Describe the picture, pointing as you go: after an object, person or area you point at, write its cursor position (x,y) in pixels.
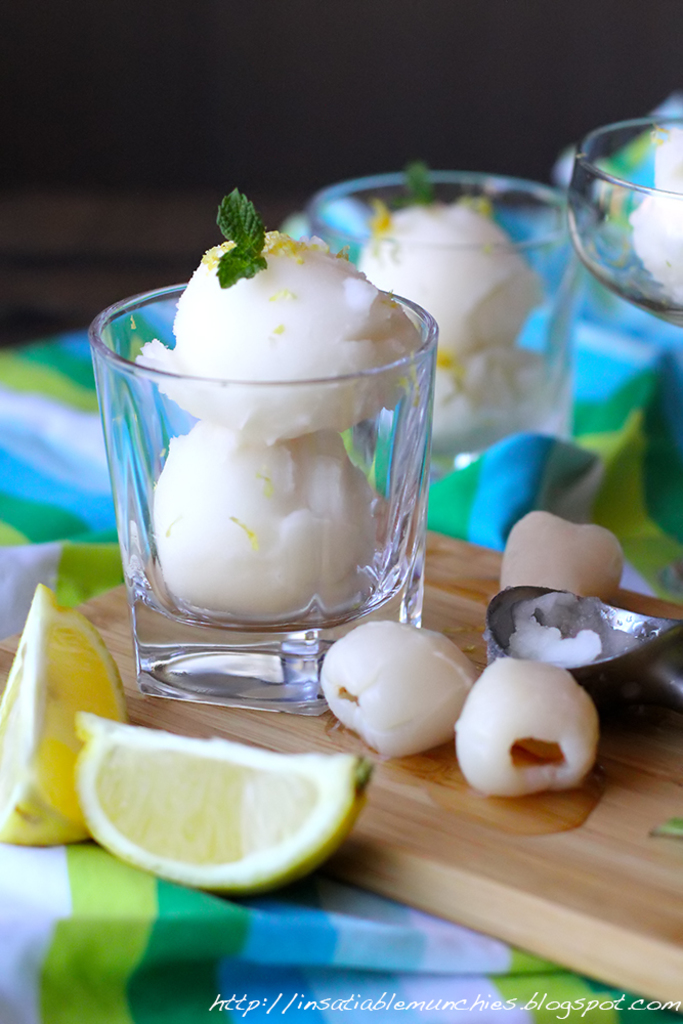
In this image there is sliced lemon (336,780), scoop (603,604), wooden chopping board (397,774) and glasses (580,226) with some food items (383,331) in it on a table (52,445), at the bottom of the image (295,999) there is some text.
